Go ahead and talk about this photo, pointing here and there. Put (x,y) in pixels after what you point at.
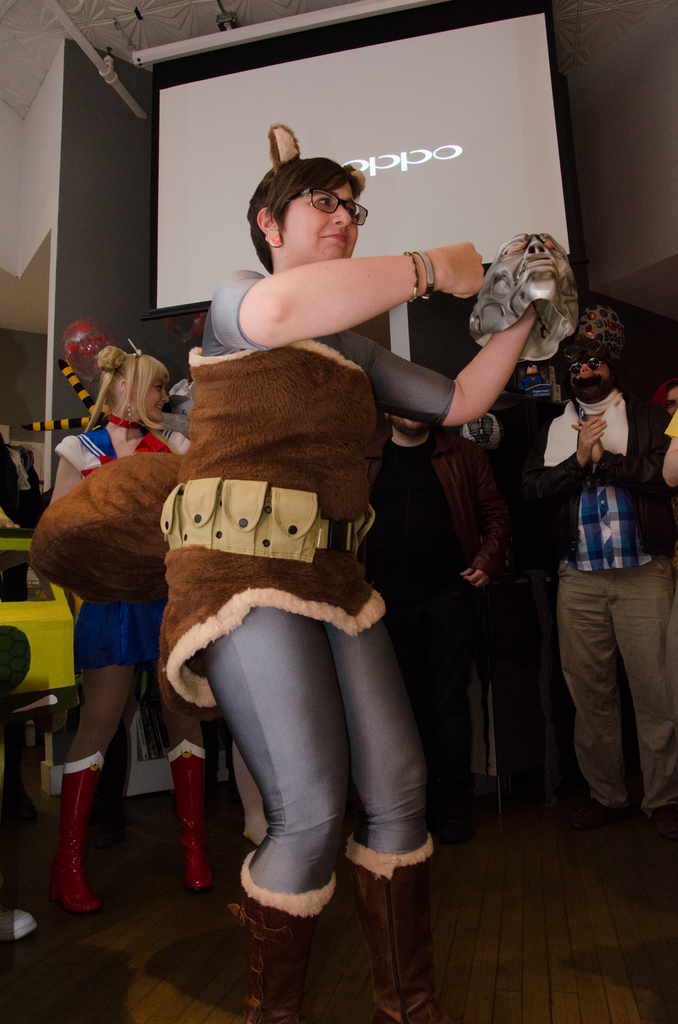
In this picture we can see a woman (255,481) wearing brown color jacket (339,406) holding silver mask (533,263) in the hand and dancing. Behind we can see another girl (100,712) wearing a blue color dress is standing and smiling. In the background (483,149) we can see white color projector screen (406,183) on which "Oppo" is written.
